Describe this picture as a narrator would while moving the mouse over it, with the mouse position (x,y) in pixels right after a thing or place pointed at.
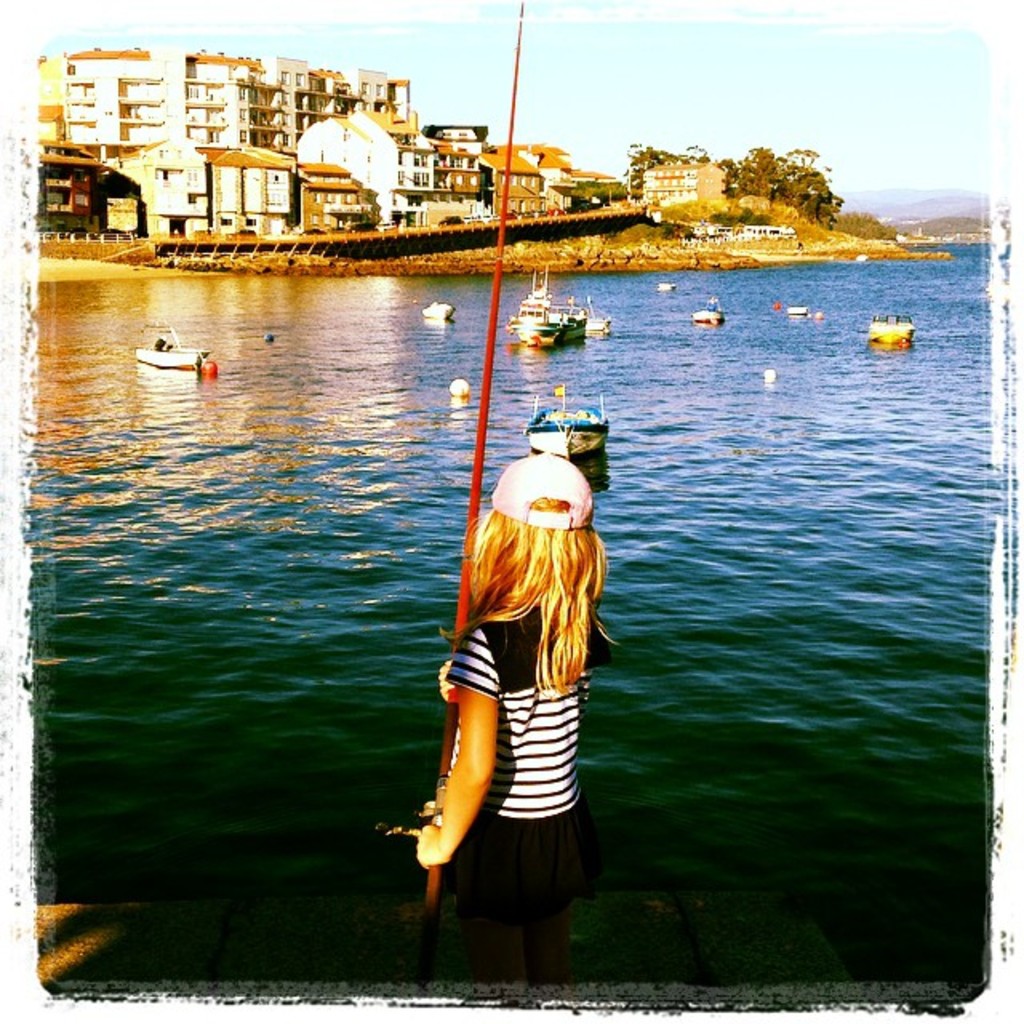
In the center of the image (571,627) there is a girl (488,720) standing by holding the rod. In front of her there are ships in the water (775,533). In the background (685,188) there are buildings (552,194), trees (795,207) and sky (818,37).
